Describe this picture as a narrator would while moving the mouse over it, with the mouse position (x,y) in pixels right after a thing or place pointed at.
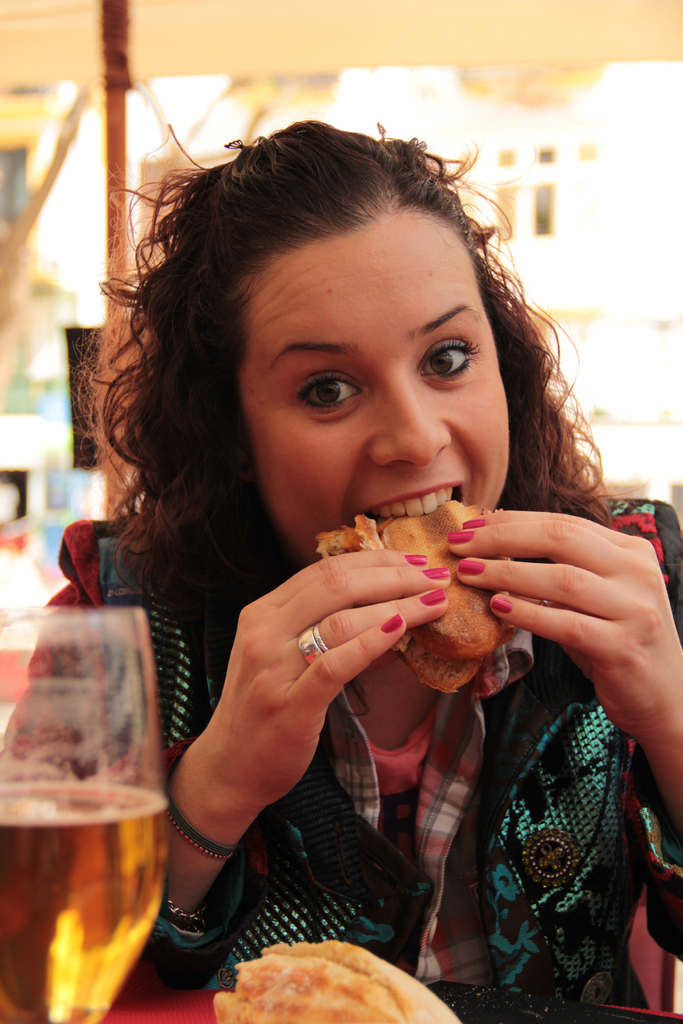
In this image in the middle (270,655), there is a woman (379,829), she wears a jacket (526,685), she is eating a sandwich (436,662), in front of her there is a table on that there is a glass of drink (84,886) and bread (319,1004). In the background (632,331) there are buildings (229,122), tents (275,70).
